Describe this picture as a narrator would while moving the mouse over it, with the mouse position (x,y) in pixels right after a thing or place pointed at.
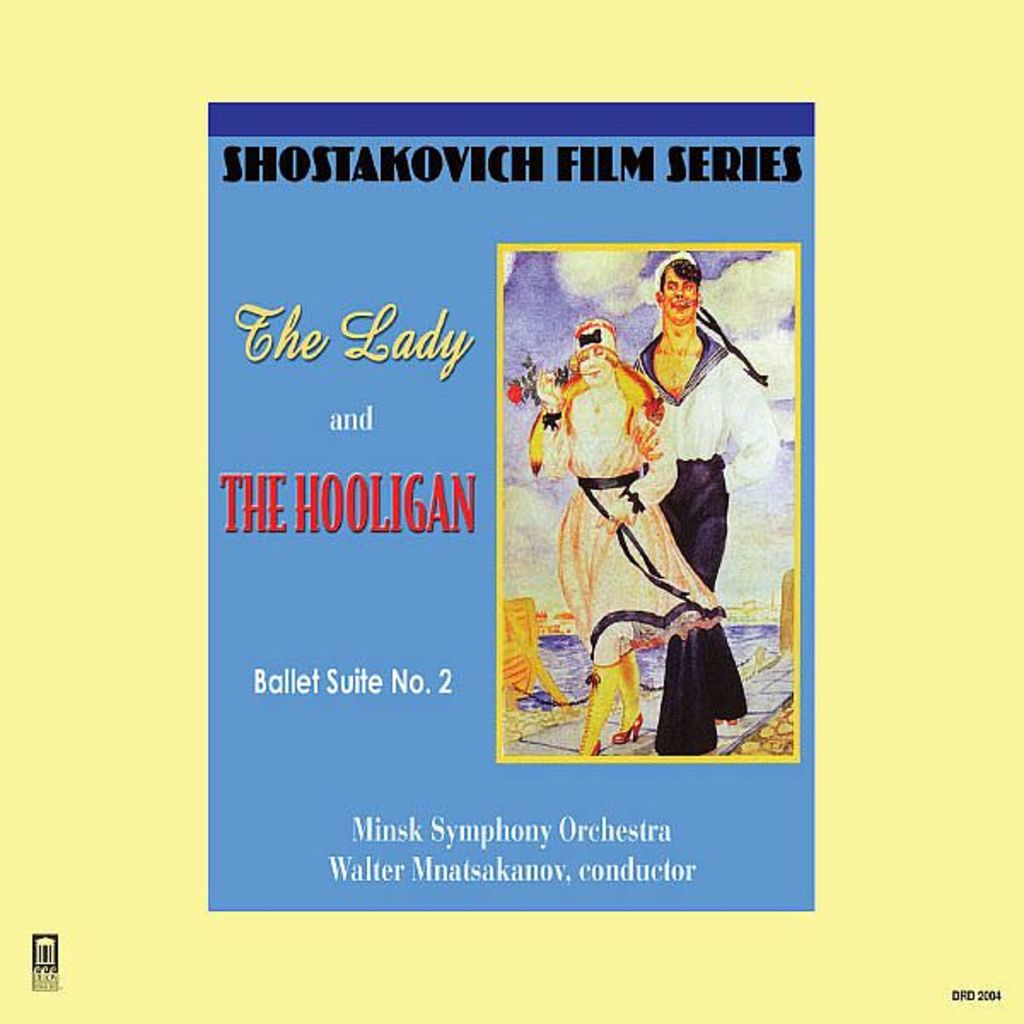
In this image we can see a poster (228,528). On the poster (544,551) we can see a picture (722,459) and some text (549,866).
